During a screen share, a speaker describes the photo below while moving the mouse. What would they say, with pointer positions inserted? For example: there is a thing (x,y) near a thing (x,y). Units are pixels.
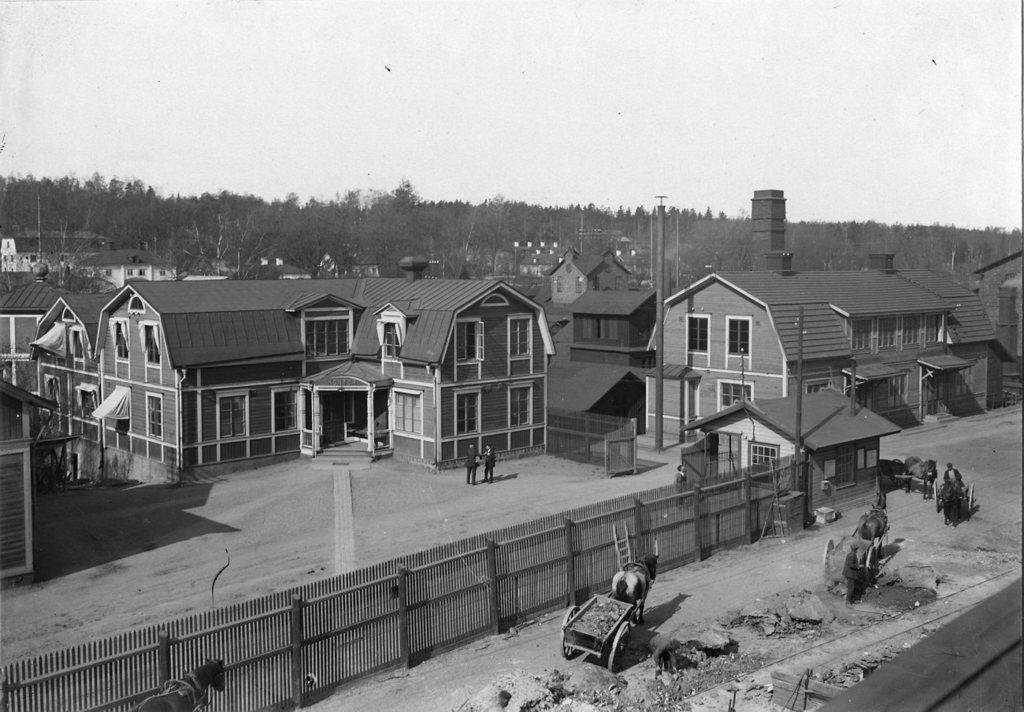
This is a black and white picture. In this picture we can see the sky (558,146), trees (464,253), buildings (823,355) and people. We can see a ladder (632,551) near to the wall (589,591). On the right side of the picture (948,494) we can see animal carts (958,506) on the ground (740,596).
